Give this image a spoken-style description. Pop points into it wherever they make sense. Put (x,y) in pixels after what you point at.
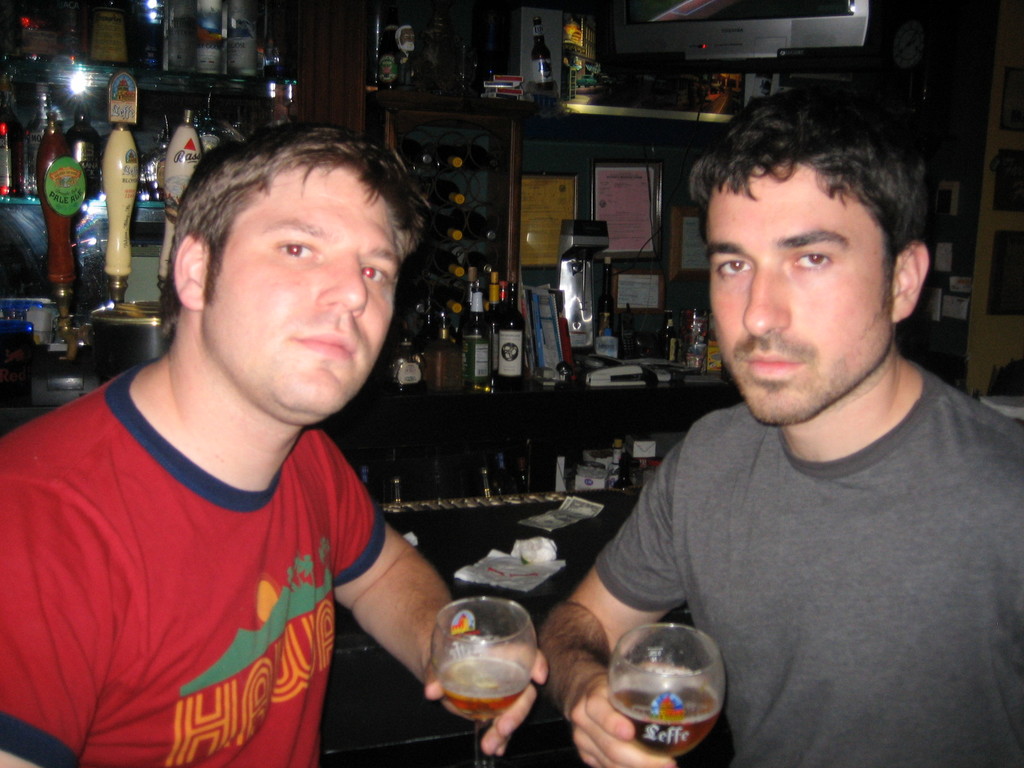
In this picture we can see two people (896,320) holding glasses (509,613) and behind them there is a shelf (451,119) in which some bottles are placed and some things (564,480).
